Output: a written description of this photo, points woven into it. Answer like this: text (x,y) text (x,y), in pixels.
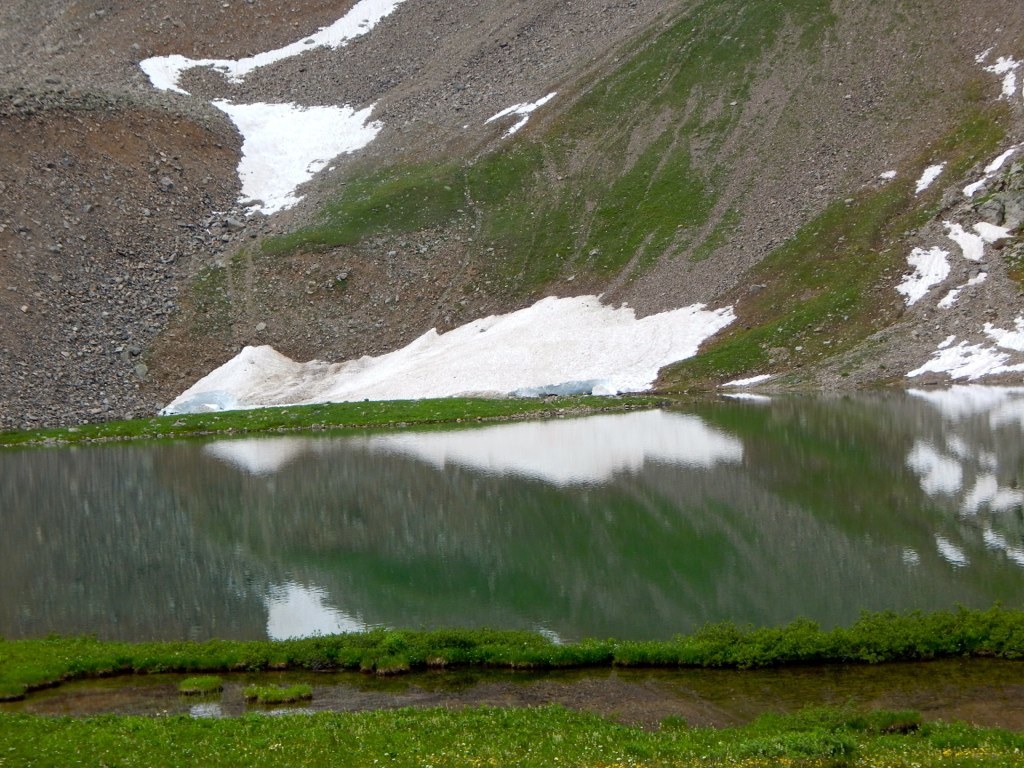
In the image there is a lake (691,623) in the middle (379,489) with grassland (428,725) in the front (120,746) and a hill (348,219) behind it covered with snow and grass (865,263).
